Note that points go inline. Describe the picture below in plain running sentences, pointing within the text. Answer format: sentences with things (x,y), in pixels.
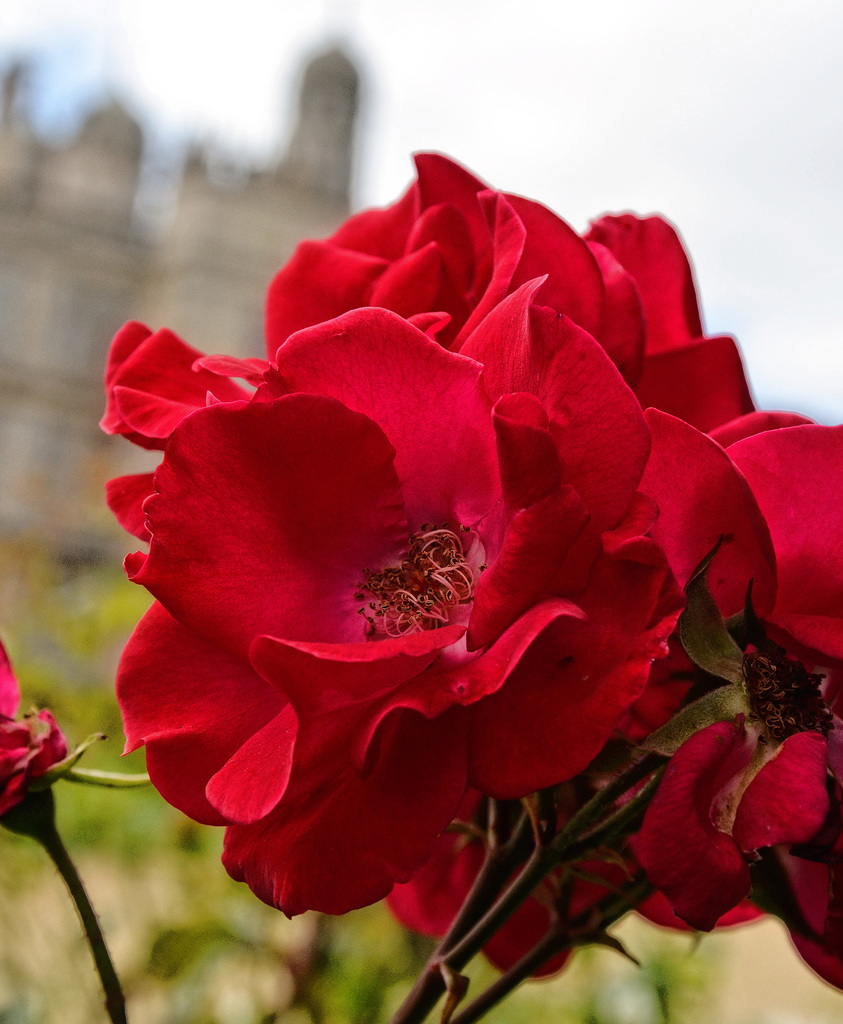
In the foreground of this image (497,814), there are red color flowers (838,568) and the background (220,105) image is blur.
